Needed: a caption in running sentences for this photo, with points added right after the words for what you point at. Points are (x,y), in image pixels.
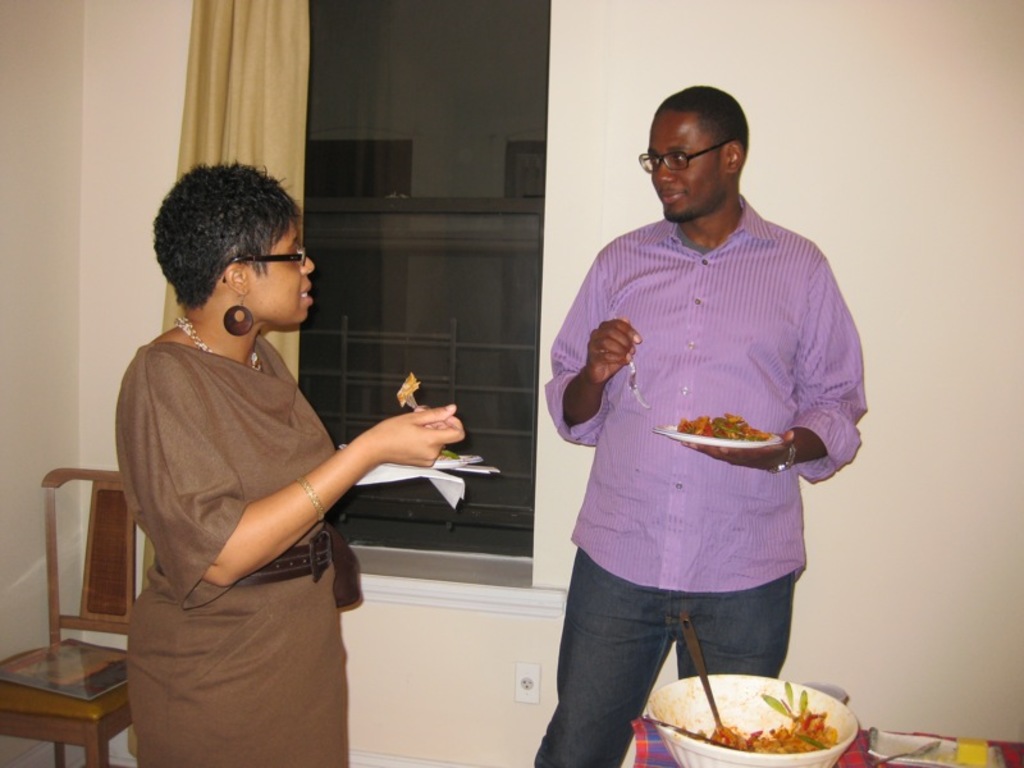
In this image I see a woman (268,412) and a man (593,401) who are standing and I see that both of them are holding plates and forks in their hands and I see food (733,437) on these plates (772,440) and in this bowl (754,709) and I see a chair (56,544) over here and I see the table (672,759) over here and I see another plate (896,746) over here. In the background (117,52) I see the wall (889,686), window (417,333) and the curtain (168,292).
